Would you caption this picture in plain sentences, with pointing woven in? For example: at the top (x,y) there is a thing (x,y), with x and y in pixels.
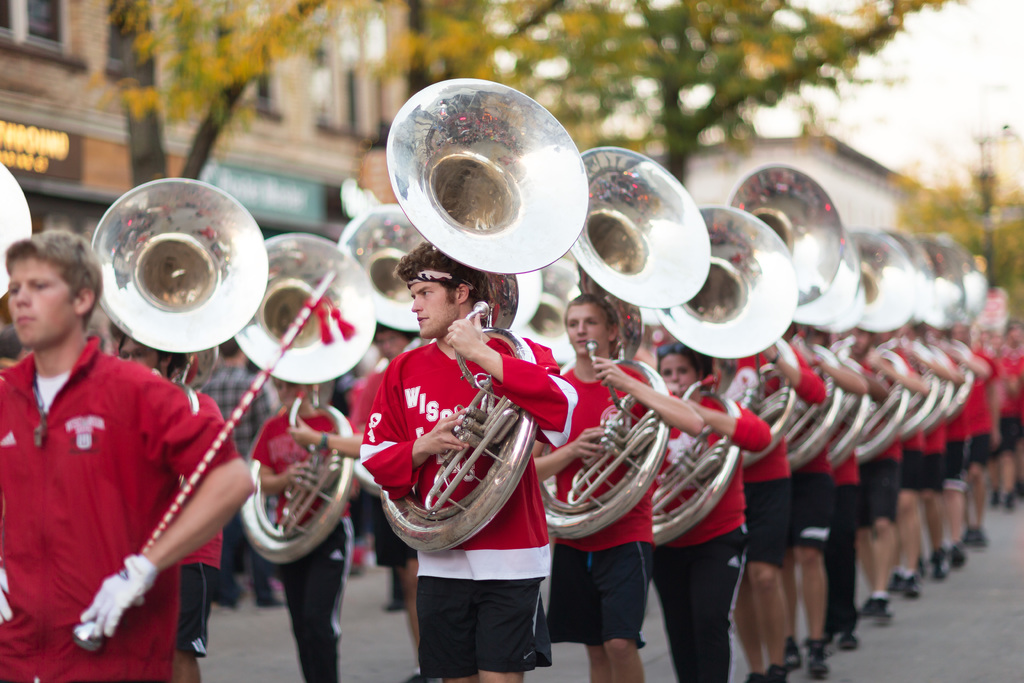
In this image I can see the group of people (788,486) holding the sousaphones (505,321) and one person (240,486) holding the stick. In the background (713,165) I can see many trees (781,75), buildings (713,165) and the sky (943,108).
